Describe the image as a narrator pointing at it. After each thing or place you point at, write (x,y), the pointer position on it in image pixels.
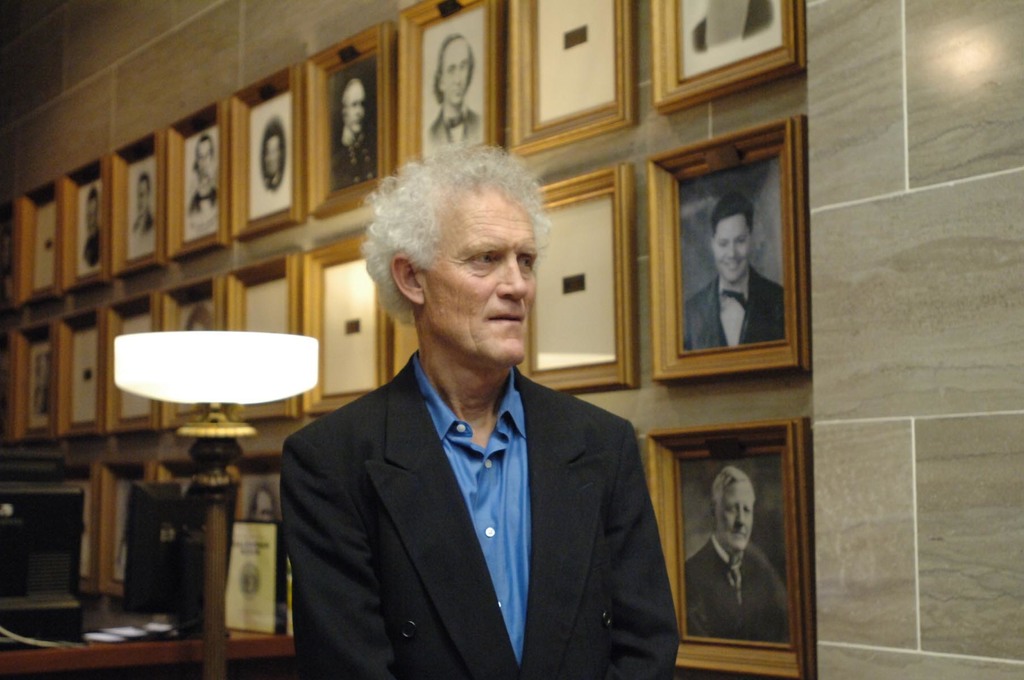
In the image we can see there is a man (499,394) standing and he is wearing formal suit (435,573). Behind there are photo frames (536,111) of people (456,124) on the wall (177,277).
